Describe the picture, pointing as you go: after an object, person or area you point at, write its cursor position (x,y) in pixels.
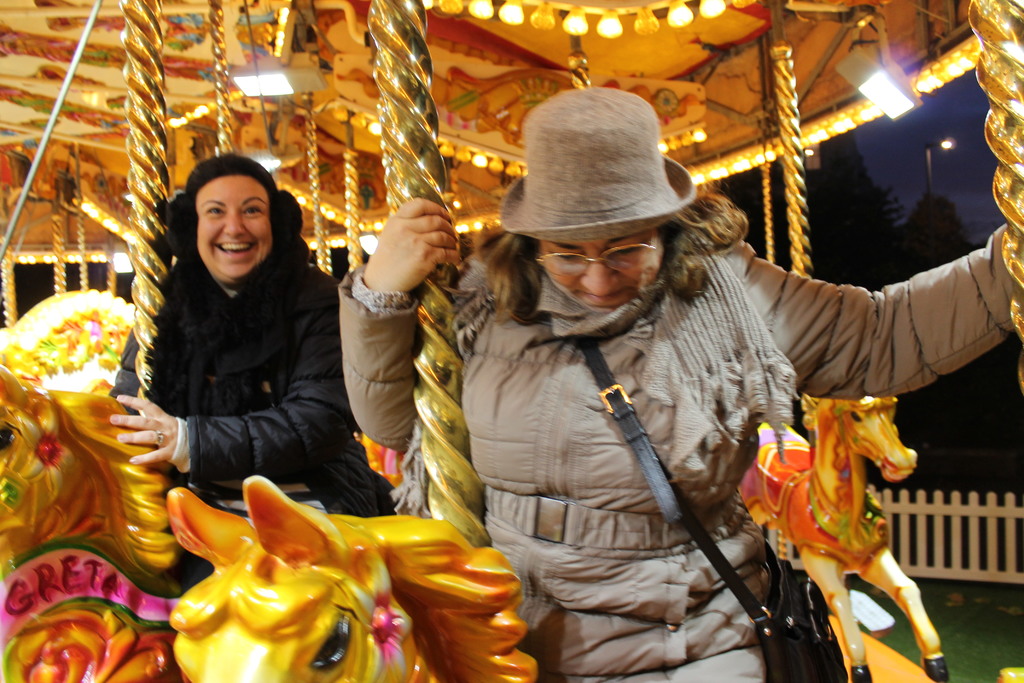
In this image, we can see two persons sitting on the merry-go-round seats (445,546). In the background (499,213), there are poles (1022,325) and lights (283,11). On the right side of the image (1008,507), we can see the fence (972,561), street light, trees (857,219) and sky (950,178).
